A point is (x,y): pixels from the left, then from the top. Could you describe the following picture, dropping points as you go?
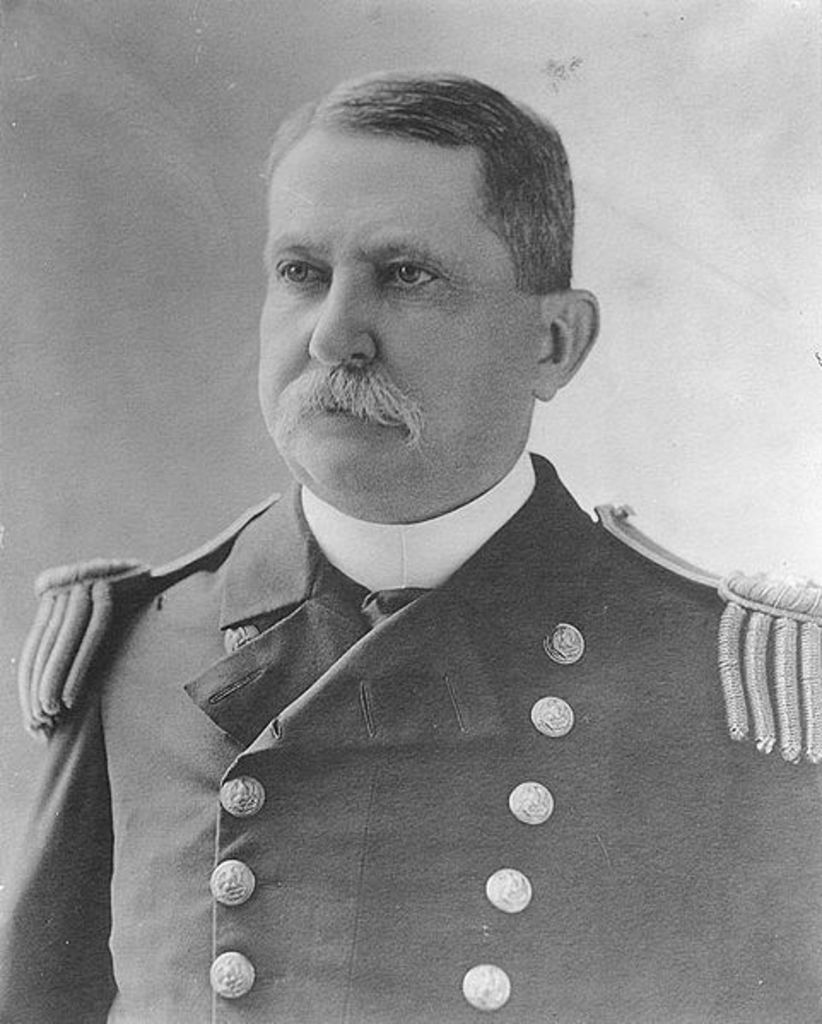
It is a black and white image of a person (466,698).
